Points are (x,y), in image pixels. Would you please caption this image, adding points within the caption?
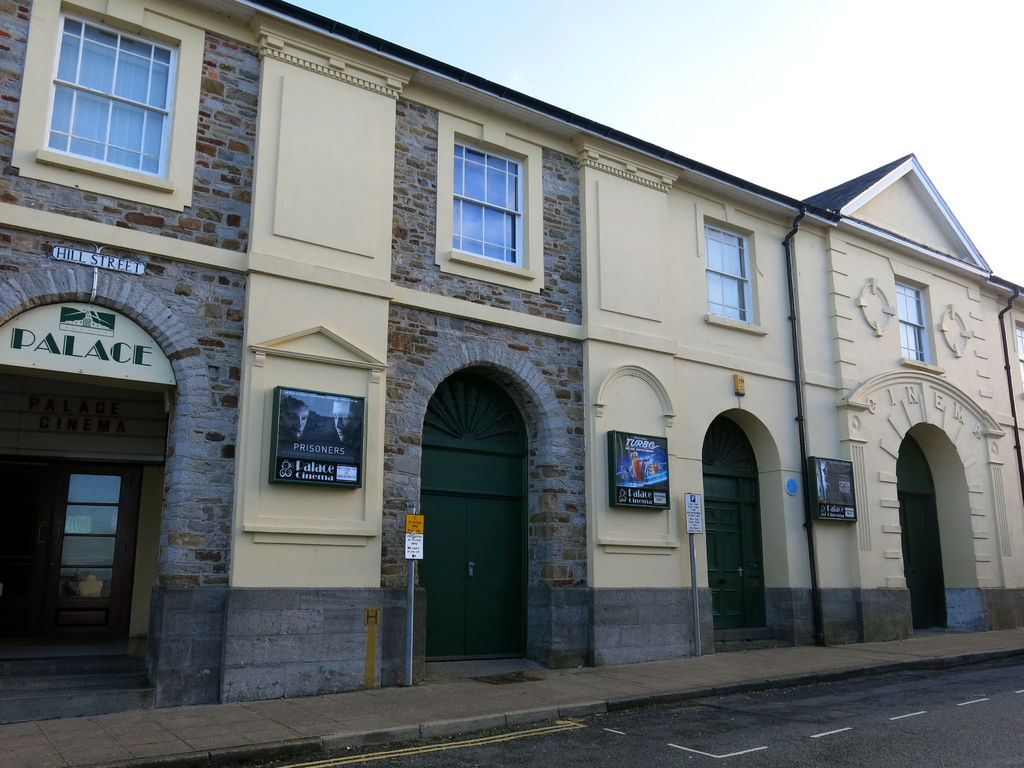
In this picture we can see the building (364,309). At the bottom (510,547) we can see the doors (734,543), advertisement boards (634,465) and poles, beside that we can see the road (883,686). On the left (100,595) we can see the glass door (67,554). At the top of the building (646,272) we can see many windows (70,77), beside that we can see pipes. At the top (714,4) we can see sky (743,101) and clouds (750,148).
